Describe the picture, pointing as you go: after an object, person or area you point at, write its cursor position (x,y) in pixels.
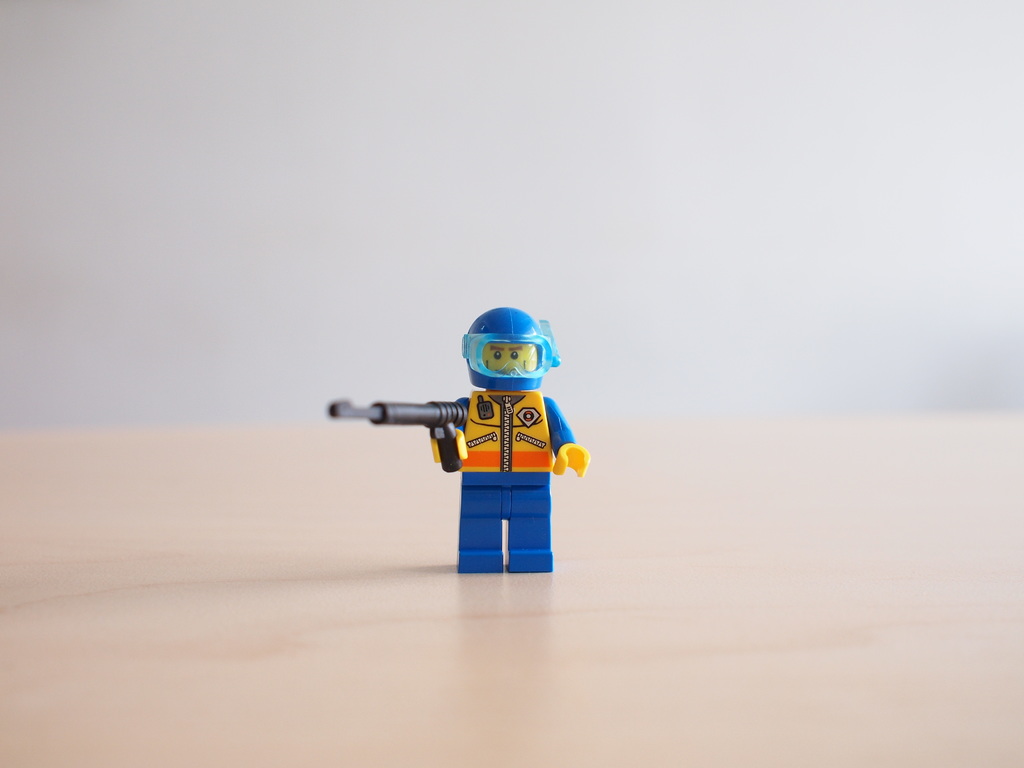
In this image there is a small toy (500,440) which is holding the gun (437,433) is on the table (564,623).
